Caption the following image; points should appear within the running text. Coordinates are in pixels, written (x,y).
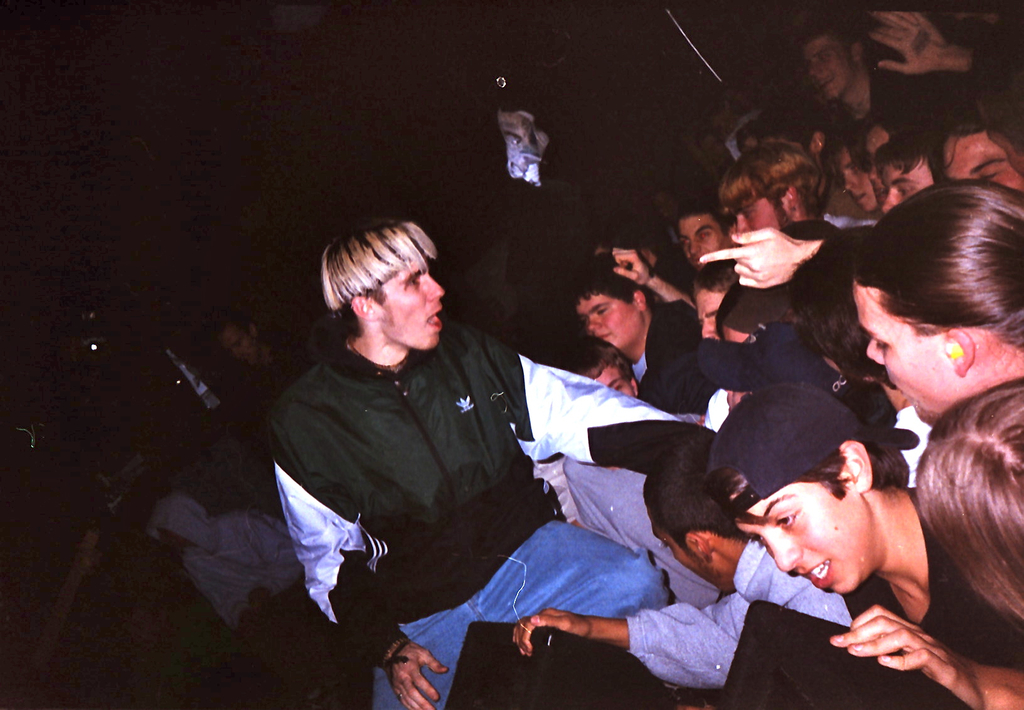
In this image we can see group of persons (903,255) standing. One person (823,460) is wearing a cap (809,425). In the foreground of the image (817,636) we can see the speakers (549,652).
